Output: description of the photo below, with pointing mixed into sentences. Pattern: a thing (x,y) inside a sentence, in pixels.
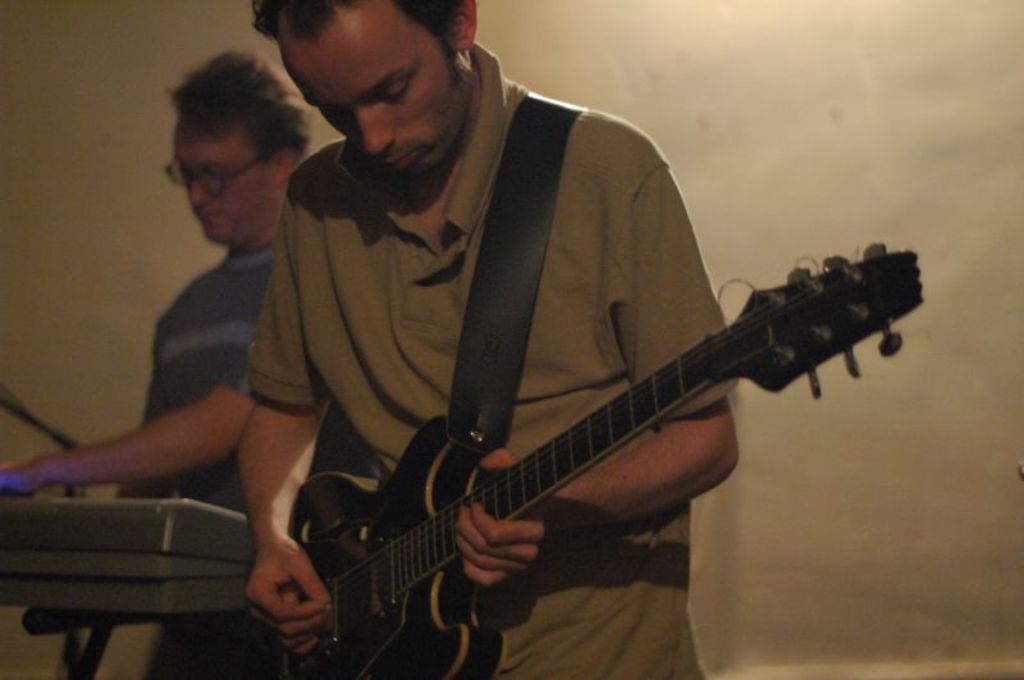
This image describes about two men (259,291), one man (387,402) is playing guitar (387,508) and another man (171,342) is playing keyboard (139,518).
